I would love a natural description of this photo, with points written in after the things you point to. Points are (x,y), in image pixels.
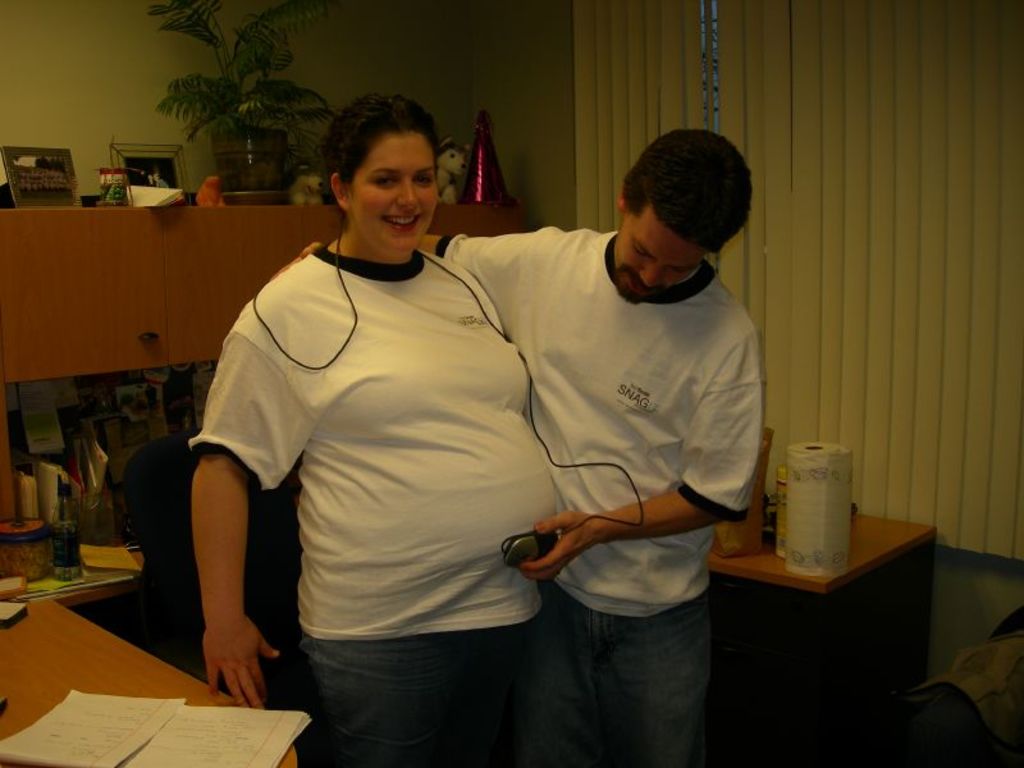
In this image i can see a woman (408,315) and a man (582,451) wearing white t shirt (494,414) and blue jeans (470,713), a man (542,670) is holding an object (535,547) in his hand (573,550). In the background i can see the window blind (878,239), a plant (263,84), a doll (442,166) and a table (42,701) on which there are few papers (122,730) and few other objects (106,472).
